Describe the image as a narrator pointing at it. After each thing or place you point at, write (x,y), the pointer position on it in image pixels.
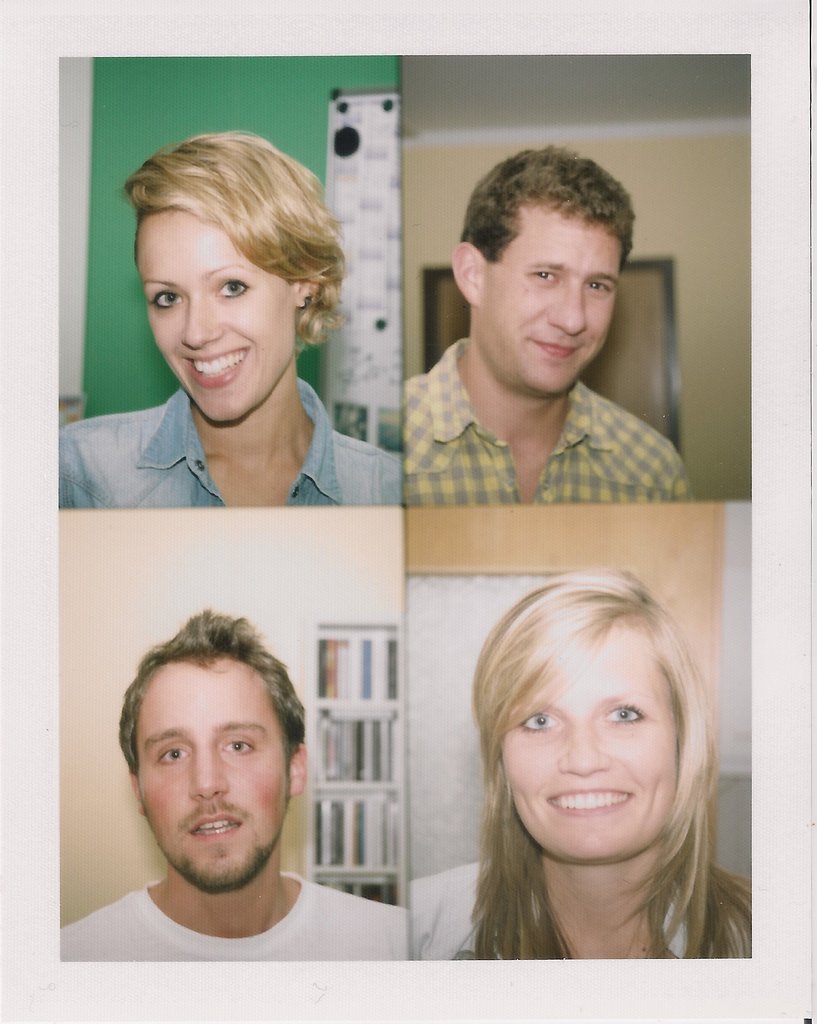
In this image I can see four people (592,778) with different color dresses (574,465). I can see three people (613,794) are smiling. And there is a wall (375,596) behind these people (233,631). These walls (278,582) are in cream and green color.
